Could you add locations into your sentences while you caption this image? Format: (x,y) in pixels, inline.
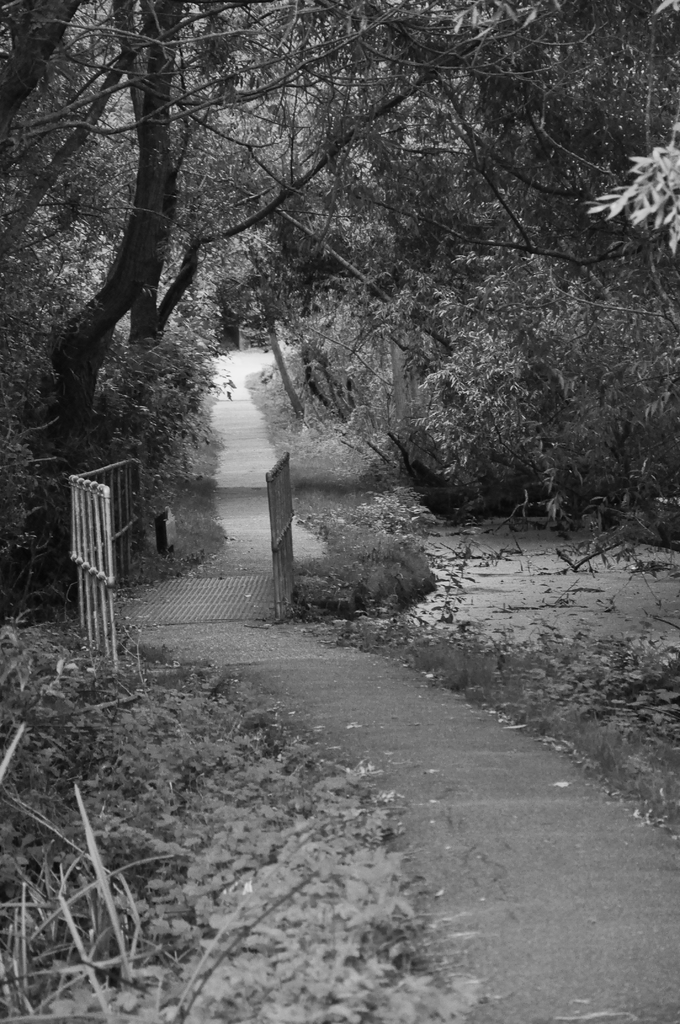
In the center of the image (400,402) we can see trees (384,138), plants (339,584), grass (545,670) and fences (278,596).
